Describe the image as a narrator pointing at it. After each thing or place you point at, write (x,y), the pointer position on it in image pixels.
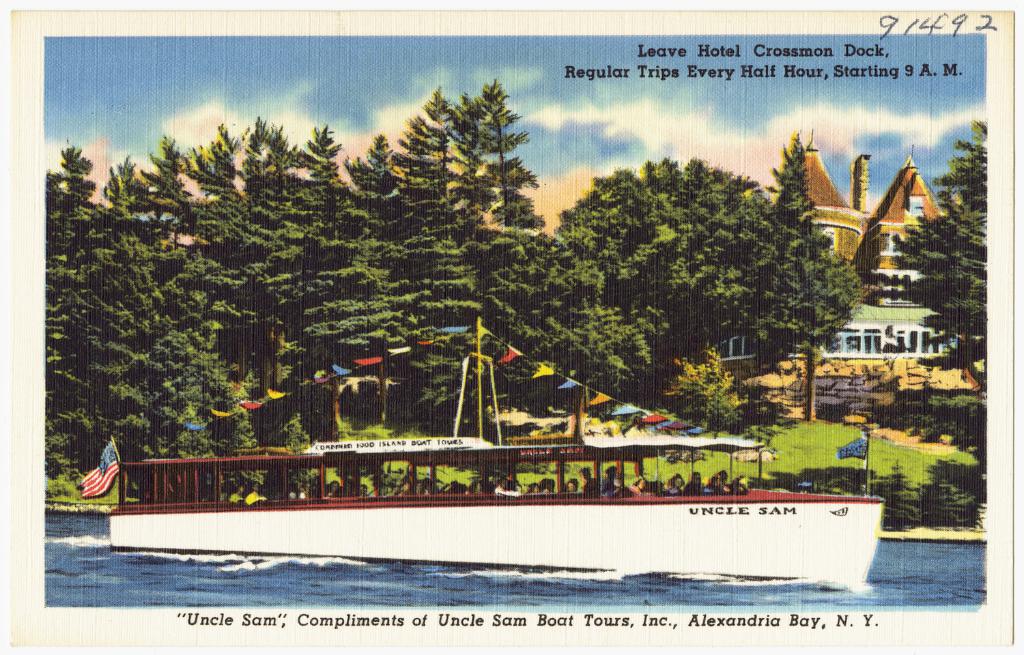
In this image we can see some text (712,50) and numbers (923,29) on this picture. There is one white boat (348,521) on the river (298,582), one house (891,240), some text (779,511) on the boat (721,526), so many people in the boat (729,538), two big flags (110,467) and some small flags (358,361) on the boat (647,446). There are so many trees (489,394), plants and grass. At the top (823,90) there is the sky (576,106).
